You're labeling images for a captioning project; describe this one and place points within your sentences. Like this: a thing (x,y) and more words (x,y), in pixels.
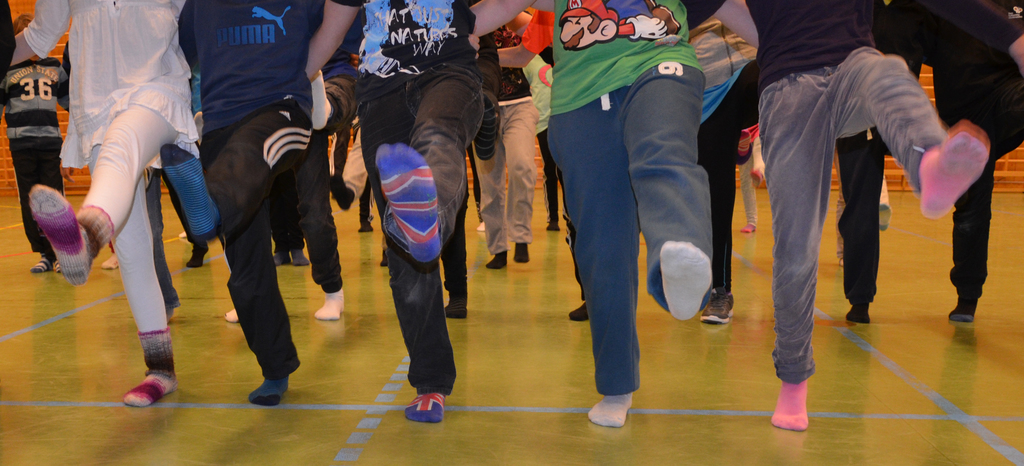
In this image we can see few persons legs (410,219) on the floor (96,385) and they are in motion. In the background (505,184) we can see few persons (33,75) are standing and there is a brick wall (890,180).
